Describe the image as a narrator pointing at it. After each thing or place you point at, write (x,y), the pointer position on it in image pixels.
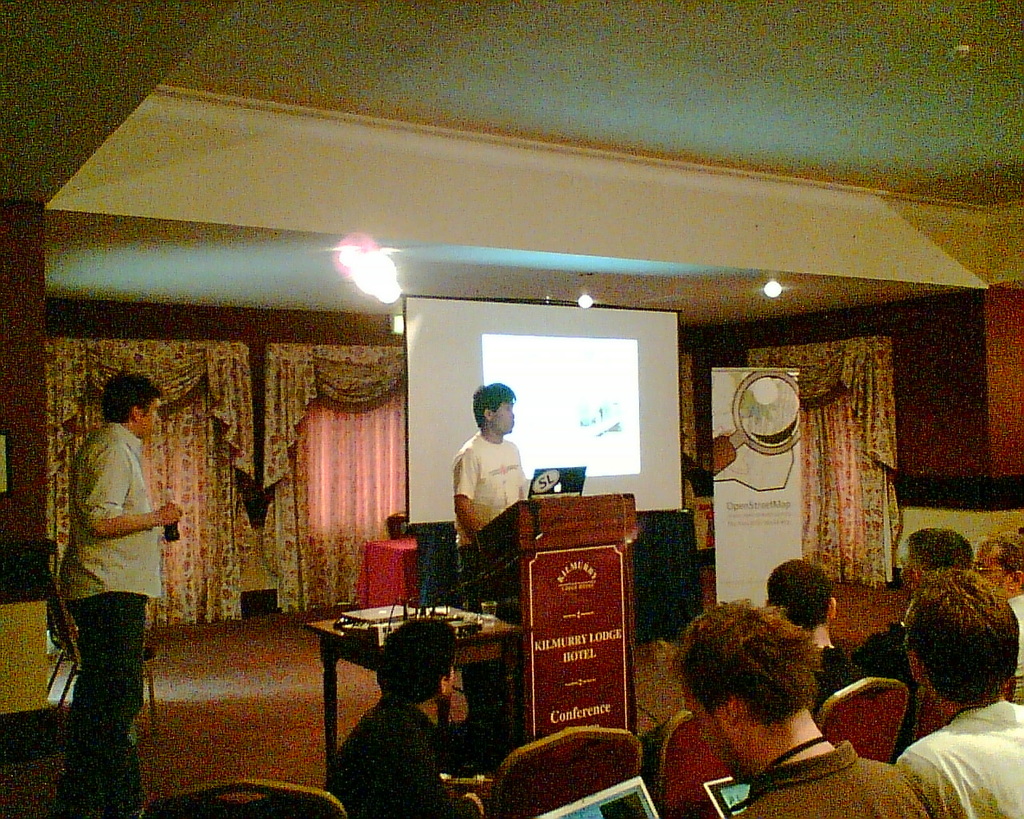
At the bottom of the image (386,738) we can see a few people (694,693) are sitting on the chairs (723,762). Among them, we can see two persons (824,792) are holding laptops (567,807). In the background (617,232) there is a wall (1023,505), roof (575,203), one chair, screen (531,455), curtains (817,393), lights (365,235), tables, tablecloths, one stand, banners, one glass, one laptop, two persons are standing and a few other objects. Among them, we can see one person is holding one bottle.
